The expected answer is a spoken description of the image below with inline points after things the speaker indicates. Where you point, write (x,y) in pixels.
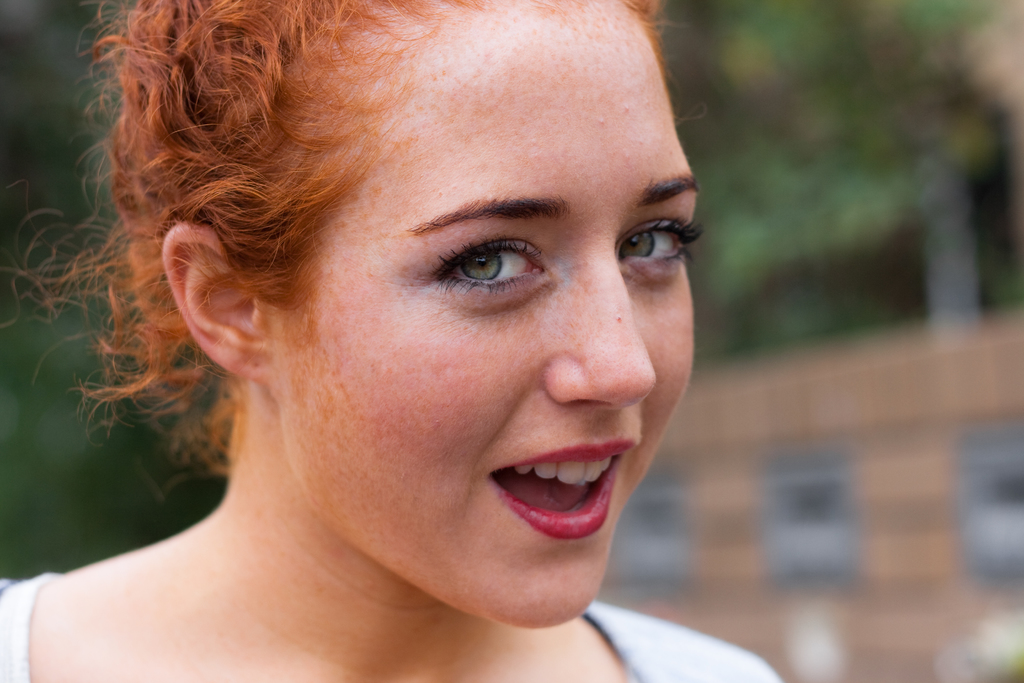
In this picture we can see a woman (438,332) is smiling in the front (626,261), there is a blurry background (917,153).
